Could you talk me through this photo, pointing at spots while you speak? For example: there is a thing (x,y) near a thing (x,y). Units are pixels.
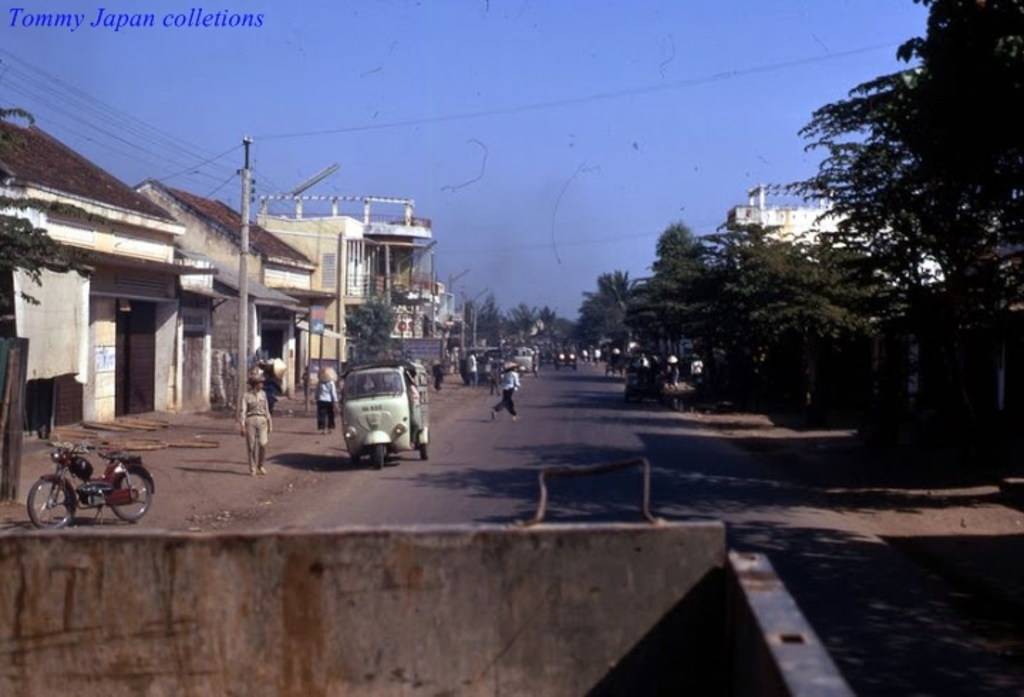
In this image on the right side (767,323) there are trees (788,330) and there is a building (822,232). On the left side (72,391) there are buildings (217,366), persons (257,422) and poles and there are vehicles (133,463) and there is a tree (36,250). In the background (479,366) there are trees (499,333) and there are vehicles (493,348) and there are persons (492,368) and there are wires (170,148) on the left side (103,135).
